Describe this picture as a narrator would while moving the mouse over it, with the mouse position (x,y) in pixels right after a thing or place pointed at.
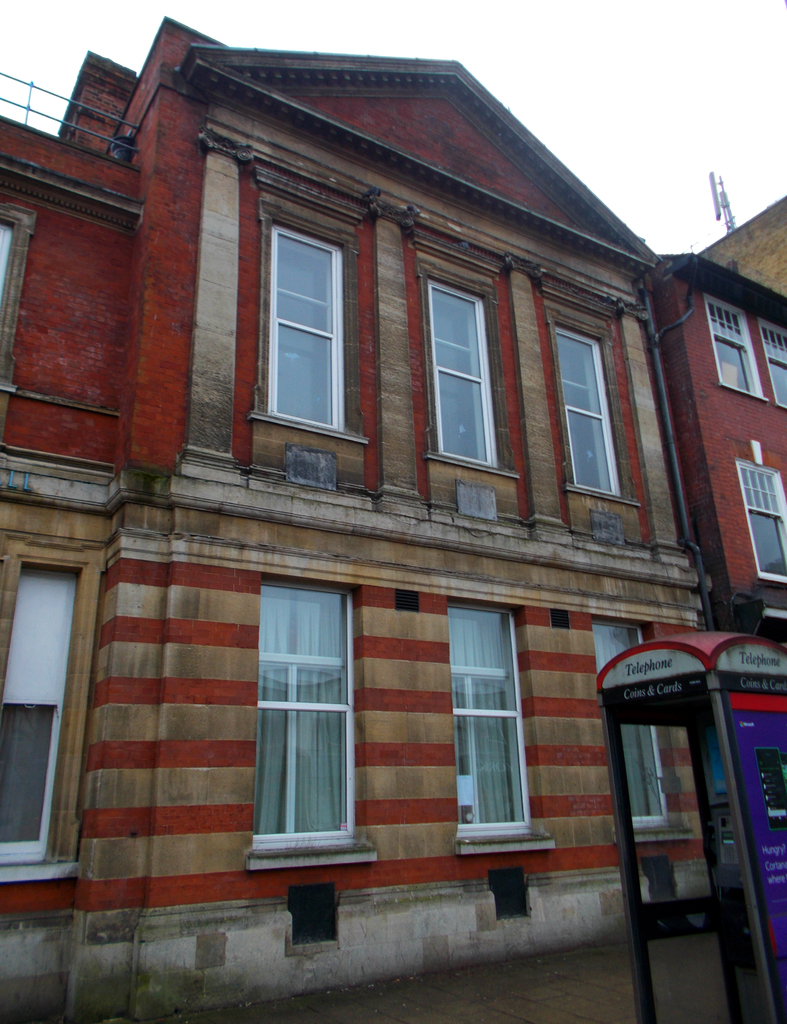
In this image I can see a house (434,525) with windows (321,763).
